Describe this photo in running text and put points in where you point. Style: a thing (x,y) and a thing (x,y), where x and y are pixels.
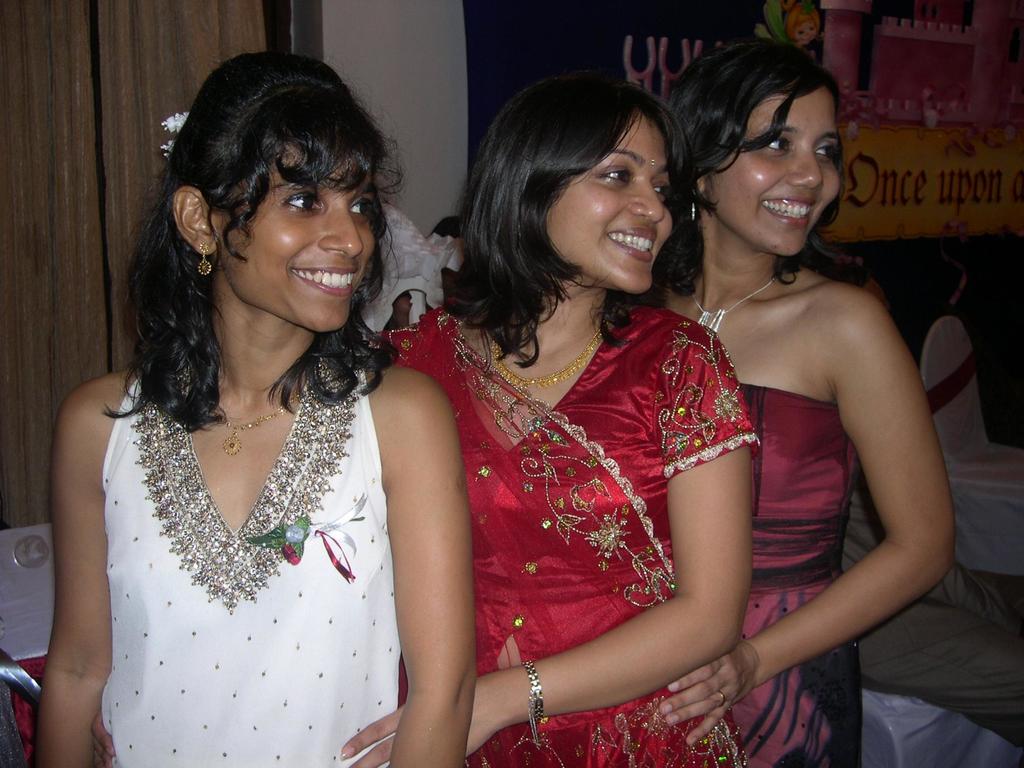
In this image we can see ladies (326,395) standing and smiling. There are chairs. In the background (921,214) there is a board (846,125) and a wall (417,98).
